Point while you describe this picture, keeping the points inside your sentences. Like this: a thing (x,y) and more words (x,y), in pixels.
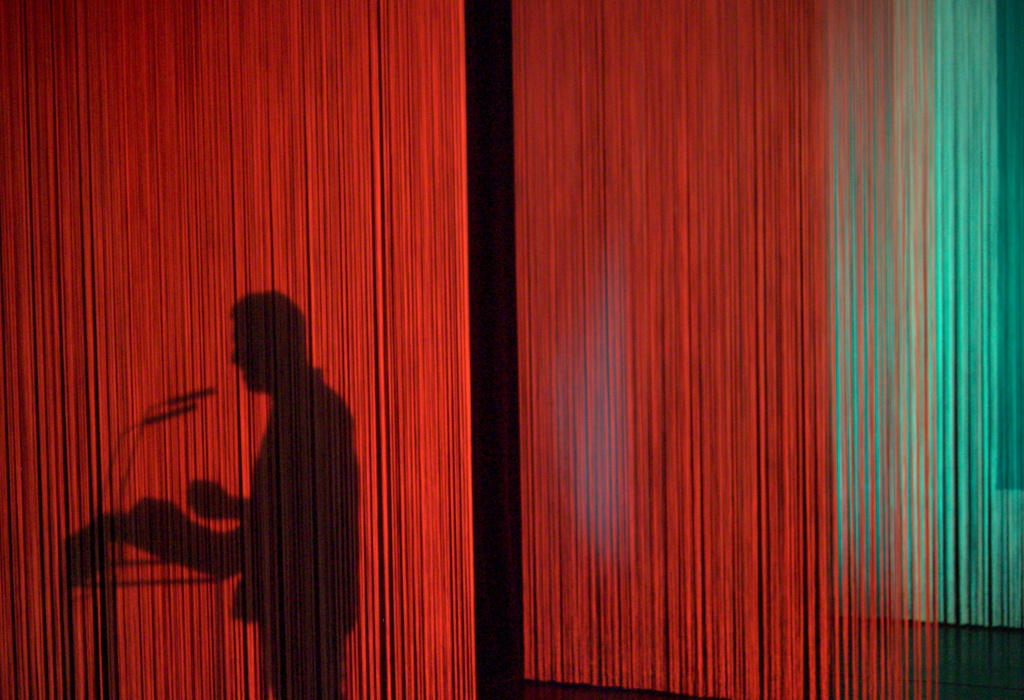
In the picture I can see shadows (324,485) of a person (289,553), microphones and some other things (165,556) on a red color object (575,495).
